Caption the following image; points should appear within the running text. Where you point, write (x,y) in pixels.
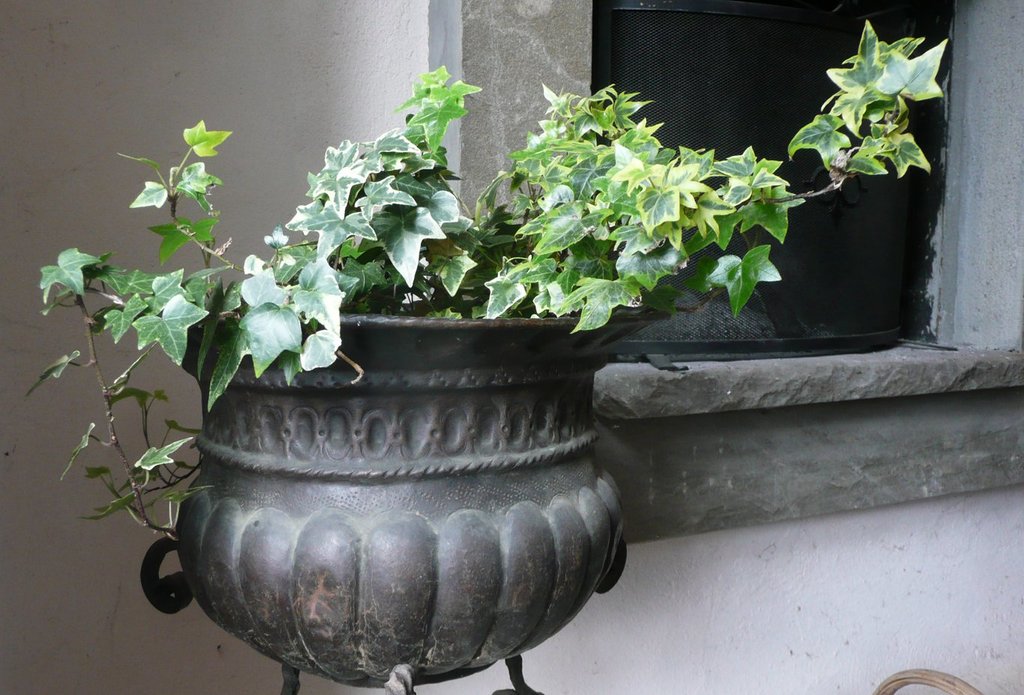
In this image there is a plant (565,126) in a pot (349,424), and in the background (310,69) there is a wall (313,69), window (751,3).
